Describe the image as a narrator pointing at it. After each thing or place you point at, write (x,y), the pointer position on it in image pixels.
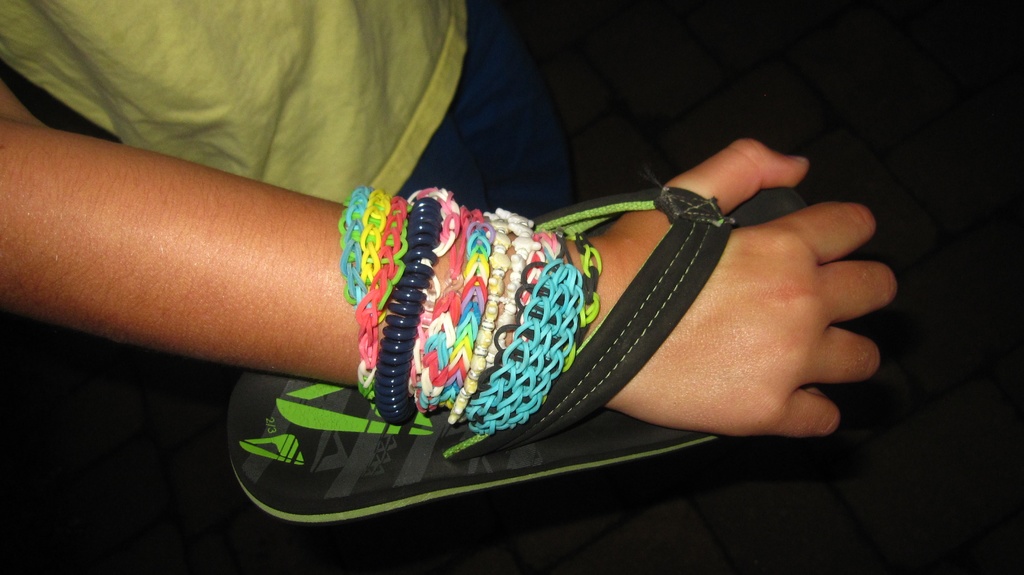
The picture consists of a persons hand (124,264), to the persons hand (105,259) there are bands (438,334) and a slipper (483,454).
